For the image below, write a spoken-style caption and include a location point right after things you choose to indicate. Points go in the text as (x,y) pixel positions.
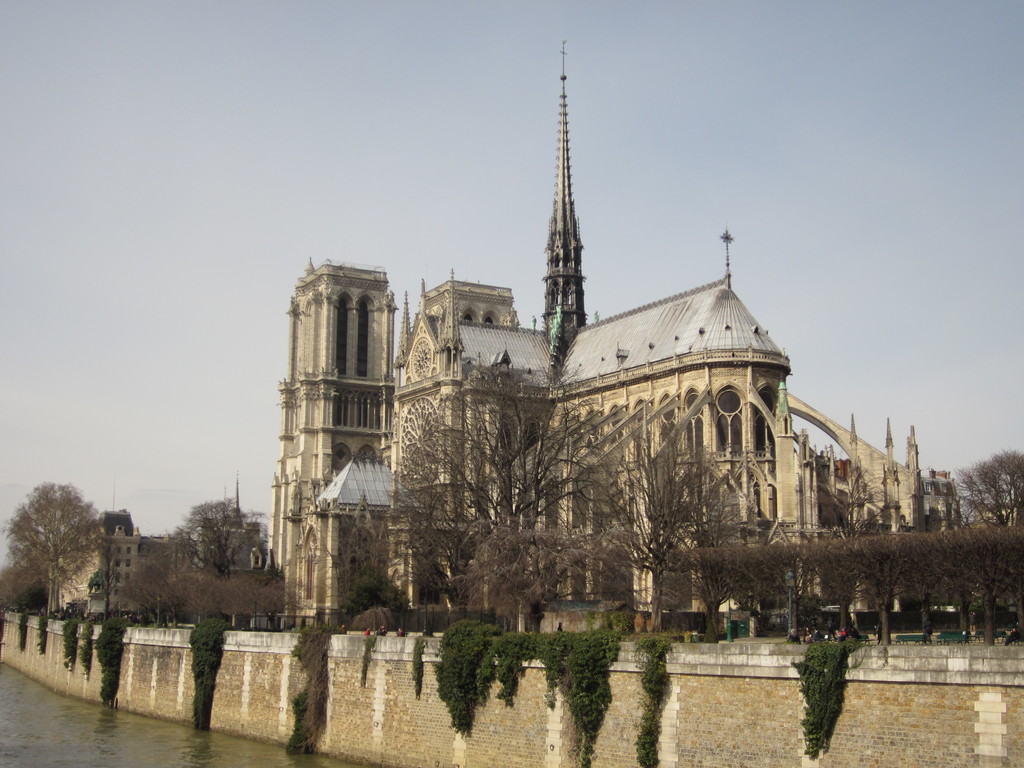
In this picture we can see a wall (329,697) and behind the wall (617,697) there are trees (608,501), buildings (394,467) and a sky (464,105). On the left side of the wall (216,697) there is water (92,730).
